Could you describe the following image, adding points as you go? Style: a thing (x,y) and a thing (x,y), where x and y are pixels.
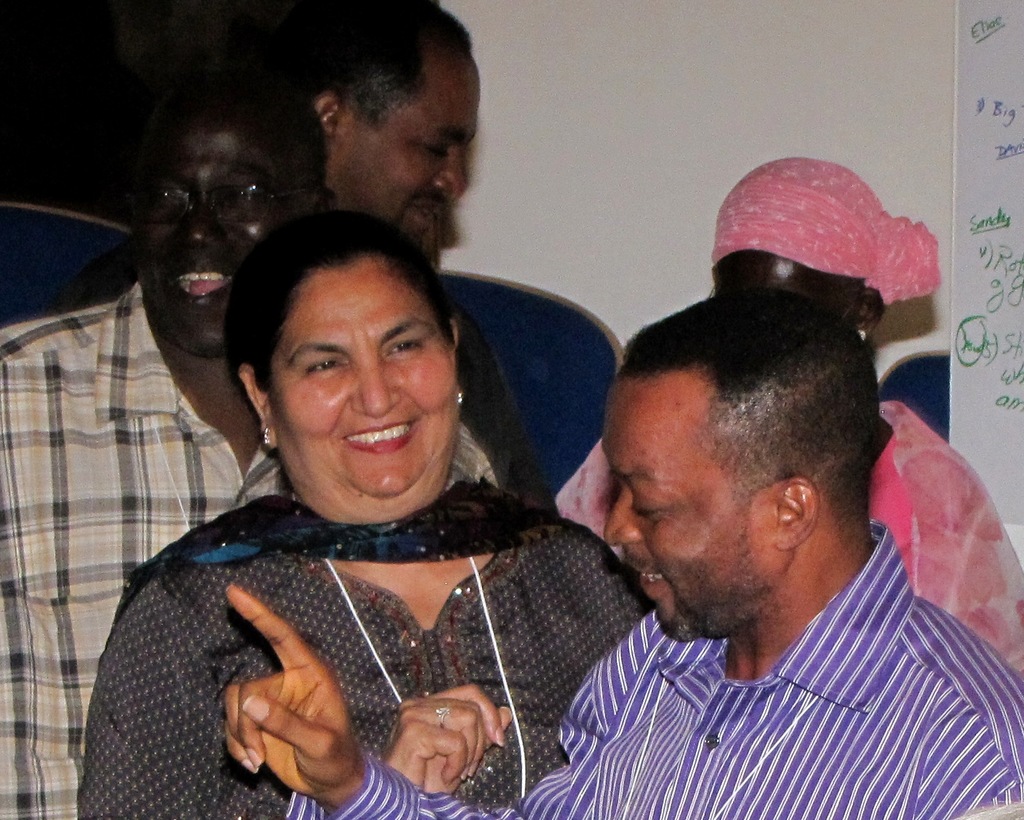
In this image I can see a group of people (753,400) standing in the center of the image (511,397). I can see a board (964,49) on the right hand side of the image (971,353) with some text (982,104).
